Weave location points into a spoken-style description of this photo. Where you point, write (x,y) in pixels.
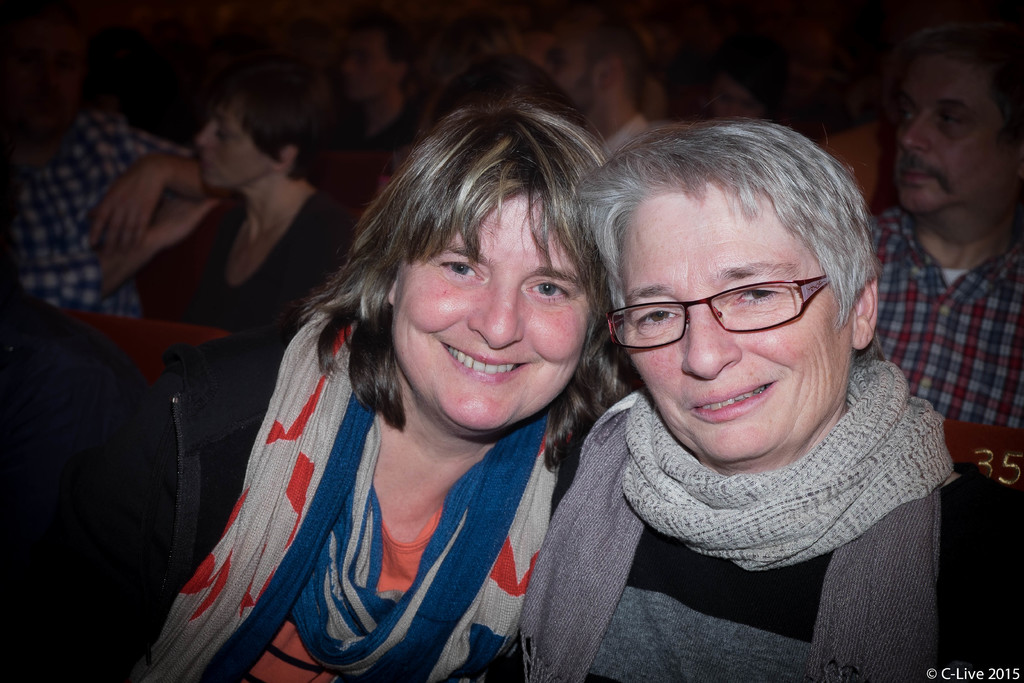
In this image we can see group of persons (458,335) and seats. In the foreground (601,375) we can see a person (541,400) smiling. In the bottom right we can see some text (984,672).
